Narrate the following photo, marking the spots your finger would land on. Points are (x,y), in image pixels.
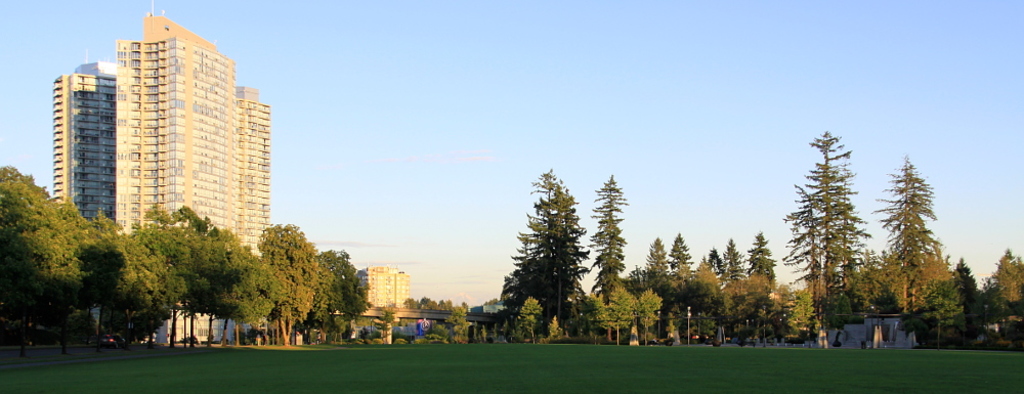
In this picture we can see a few buildings (396,271), poles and trees (440,306). Some grass (616,368) is visible on the ground (578,344).
